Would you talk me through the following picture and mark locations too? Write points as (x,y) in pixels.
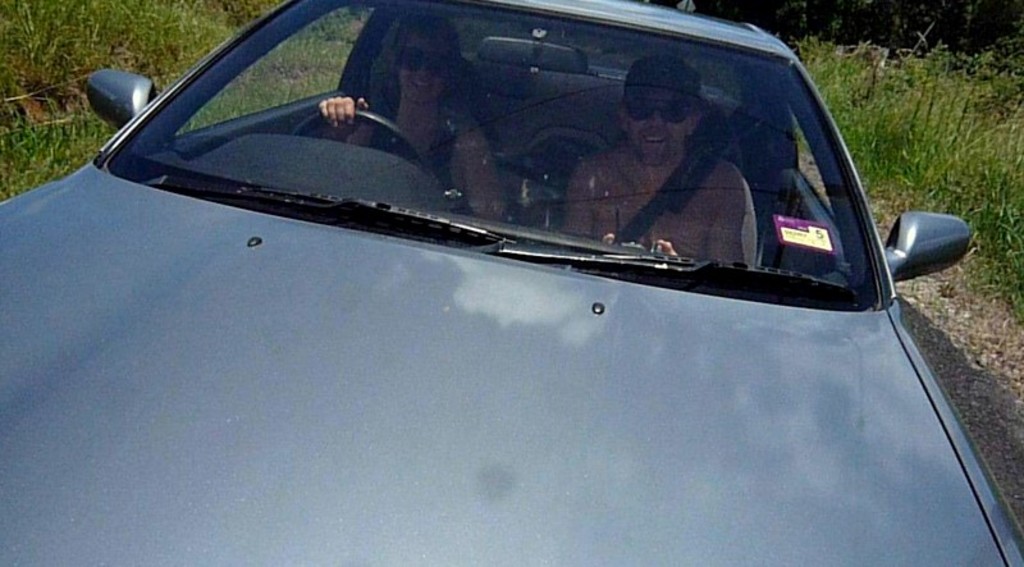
In the image we can see the vehicle (353,336) and in the vehicle (235,322) there are two people (638,162) sitting, wearing clothes (451,106) and goggles (420,58). Here we can see the steering part (372,123) and the grass (952,130).
